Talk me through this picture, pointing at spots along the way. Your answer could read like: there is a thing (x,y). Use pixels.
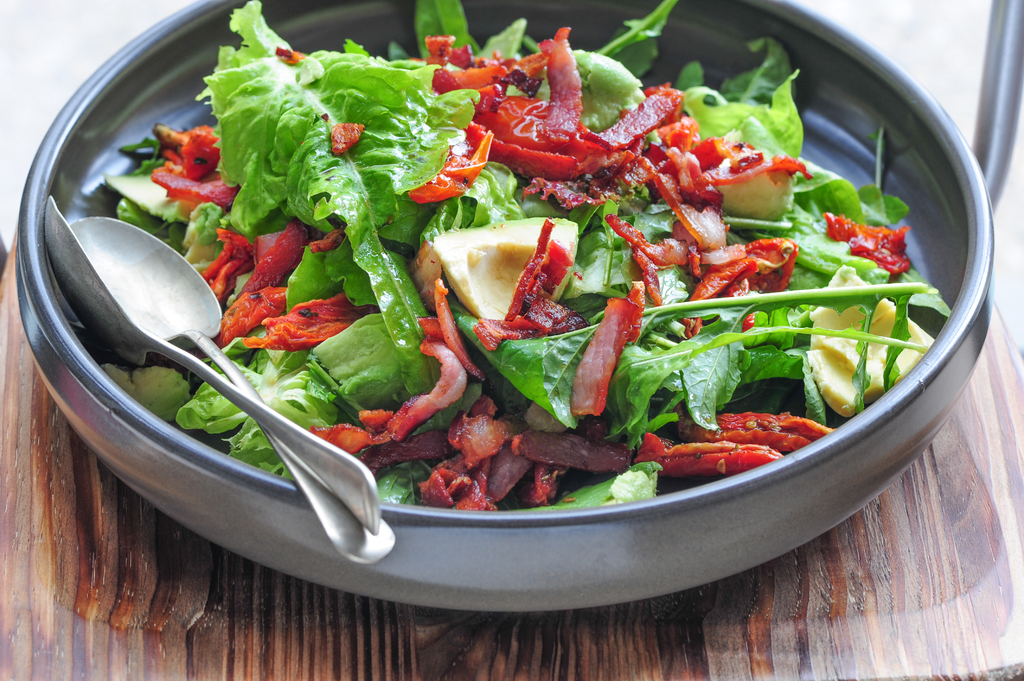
In the picture we can see a wooden plank (886,607) on it we can see a dish (38,318) with some leafy vegetables (835,304) and two spoons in it.
